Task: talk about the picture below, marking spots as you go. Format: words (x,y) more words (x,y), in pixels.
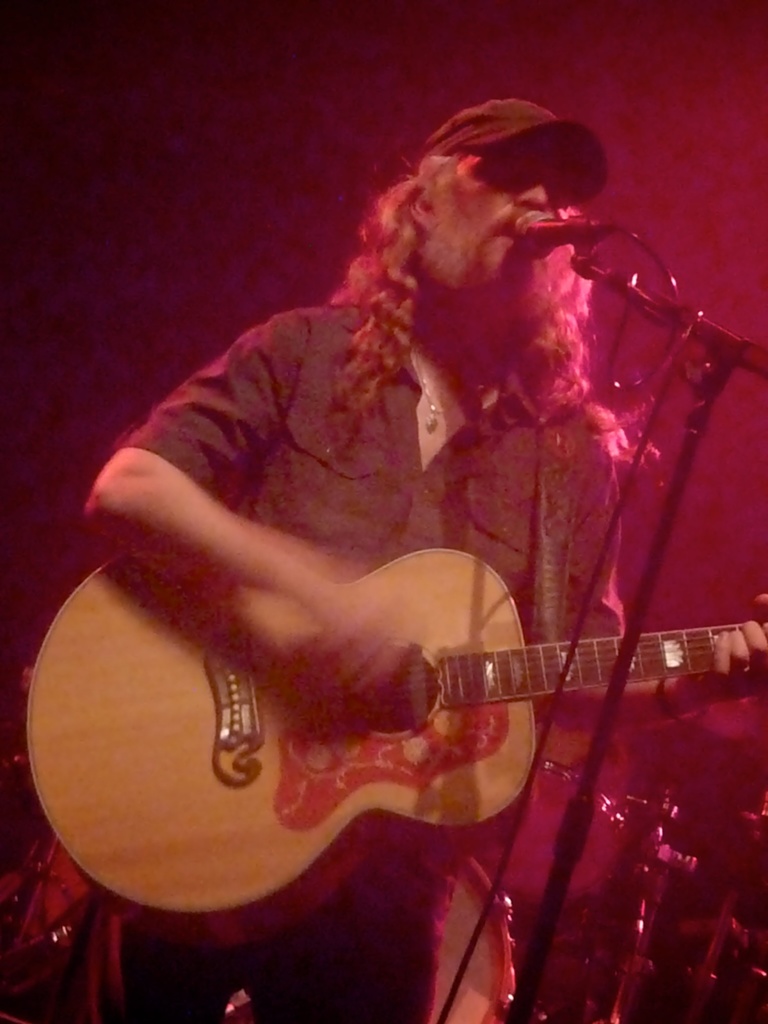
This picture shows a man (485,489) playing guitar (447,577) and singing with the help of a microphone (562,226).
